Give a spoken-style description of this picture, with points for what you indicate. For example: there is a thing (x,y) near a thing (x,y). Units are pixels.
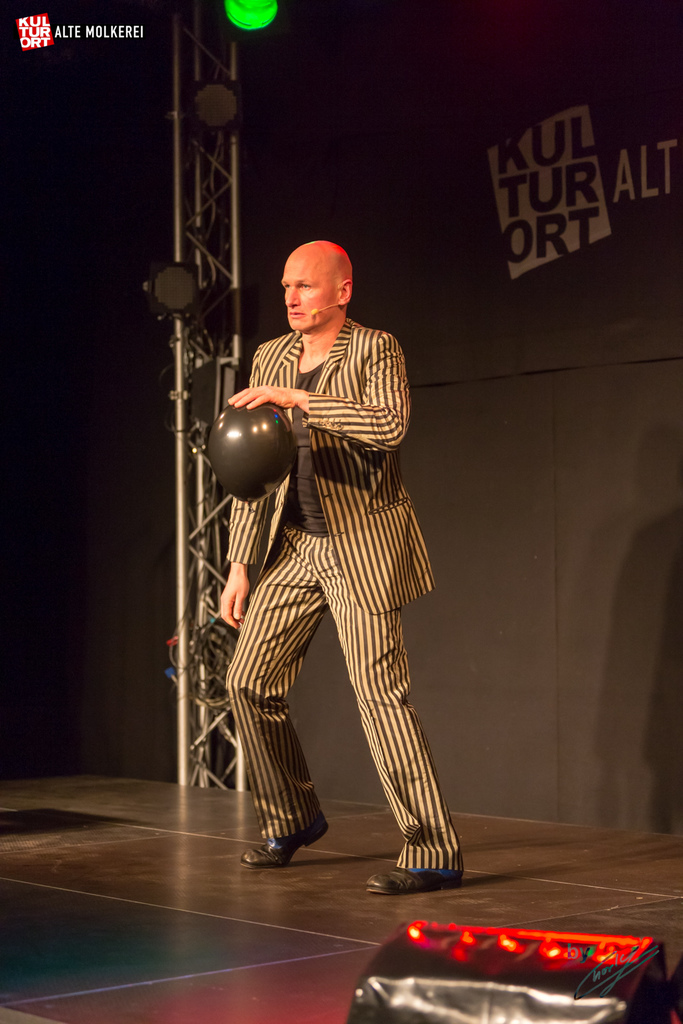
In this picture there is a man (401,614) who is standing on the stage (176,886) and holding a black balloon (270,410). Beside him I can see the pole (229,732) and black color wall (586,405). On the pole (195,451) I can see the speakers (174,301) and focus light (174,301). On the top left corner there is a watermark (27,22). In the bottom right corner (668,1018) it might be the speaker (409,965).
